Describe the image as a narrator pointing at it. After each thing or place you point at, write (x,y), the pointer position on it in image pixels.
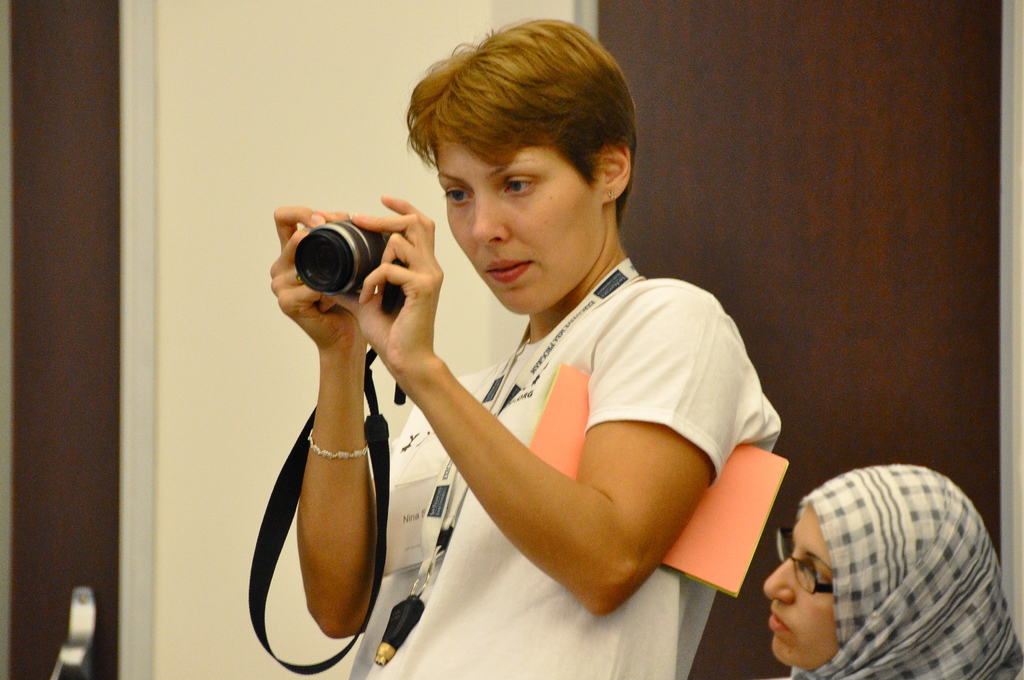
a person (613,417) is standing wearing a white t shirt (519,596), holding a camera (342,271) in her hand (368,304). she is wearing a white tag (606,295) and holding a orange book (715,534). behind her a woman (903,590) is sitting. at the back (289,65) there is a white and brown door (767,209).
